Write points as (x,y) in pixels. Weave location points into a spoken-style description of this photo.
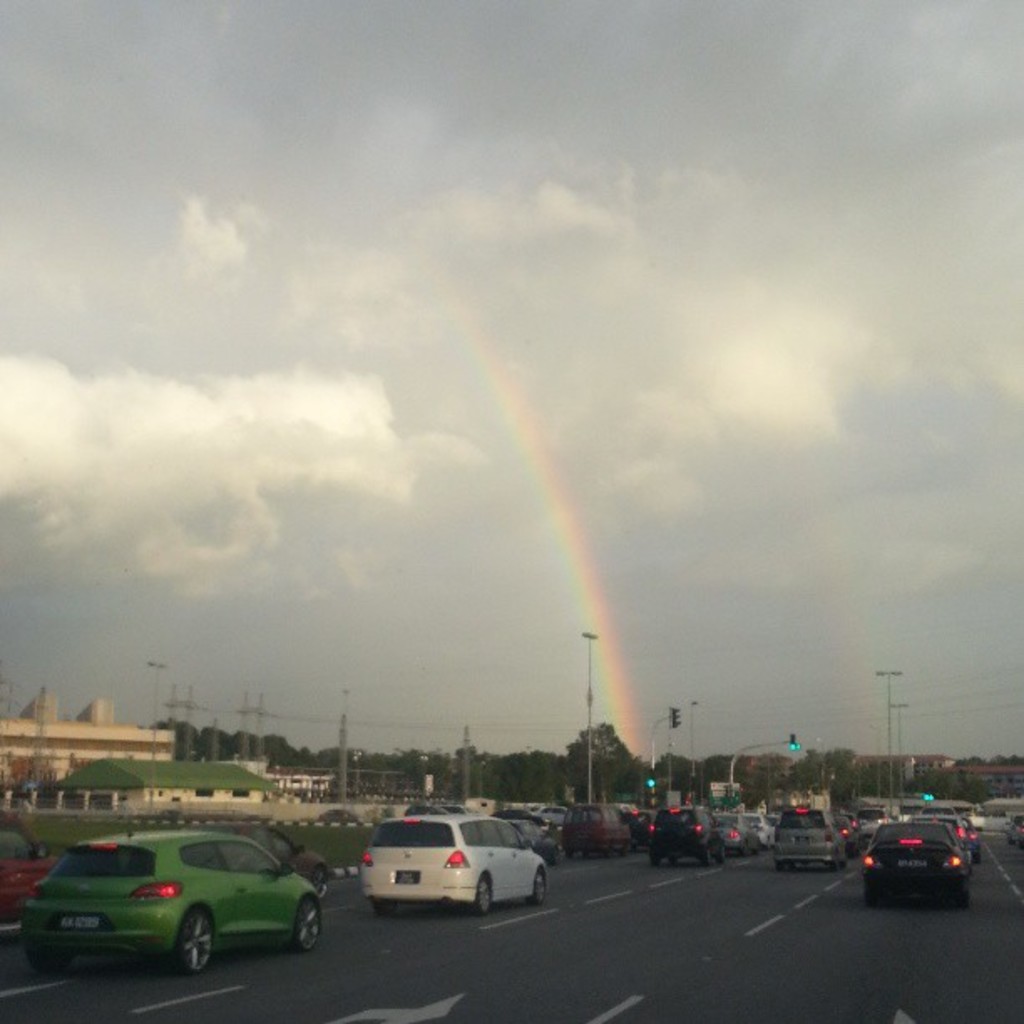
In this picture I can observe some cars (508,862) moving on the road (643,947). In the background (492,765) I can observe trees (558,767). There is a rainbow (573,572) in the sky (587,547). I can observe some clouds (488,481) in the sky (764,289).
